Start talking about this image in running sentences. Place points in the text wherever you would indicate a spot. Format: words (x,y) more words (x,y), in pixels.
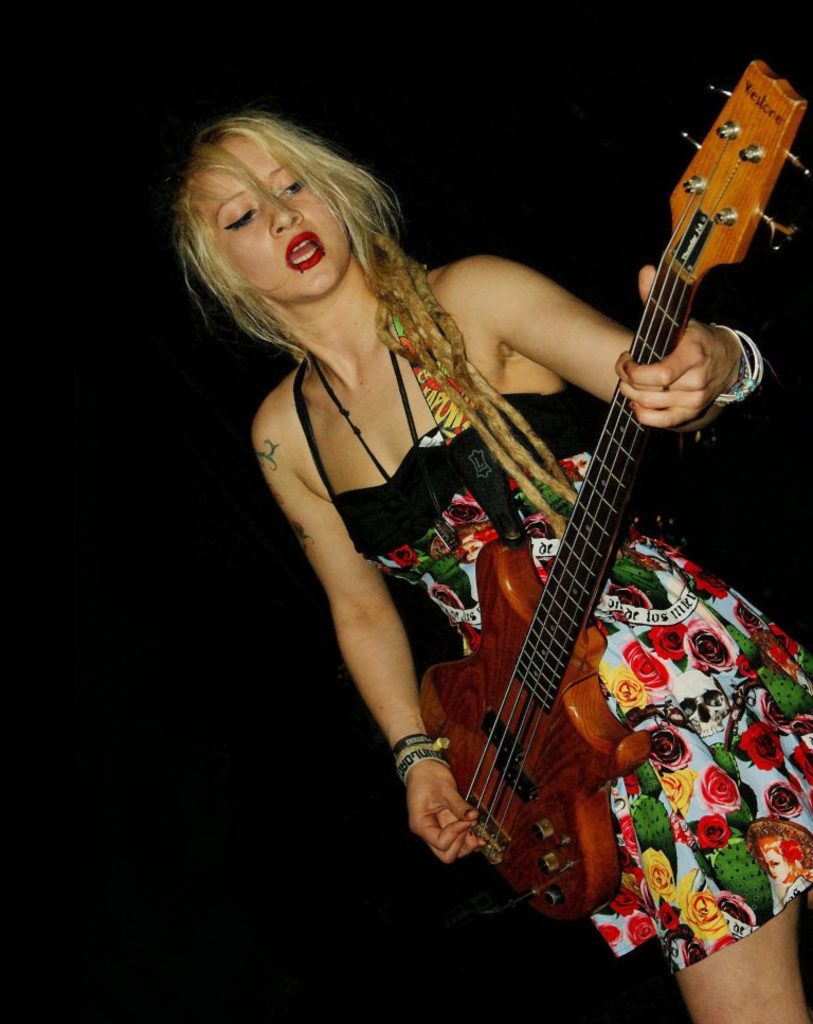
A woman (468,275) wearing a frock (700,759) is holding a guitar (507,673) and playing it. She is having a red color lipstick (303,268). And in background (629,263) it is black.
